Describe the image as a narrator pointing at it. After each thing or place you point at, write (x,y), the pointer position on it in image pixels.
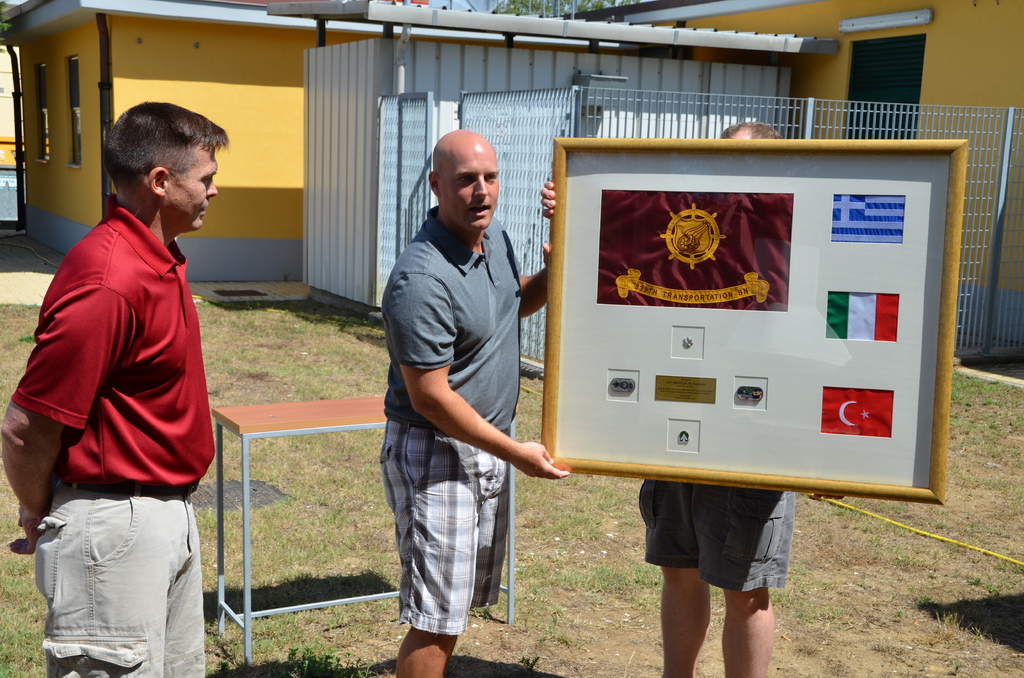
In this image I can see 2 people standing on the grass (599,504) and holding a frame (832,379). There is a person (106,397) standing on the left (171,411). There is a fence (642,131) and buildings (562,45) at the back (194,96).
